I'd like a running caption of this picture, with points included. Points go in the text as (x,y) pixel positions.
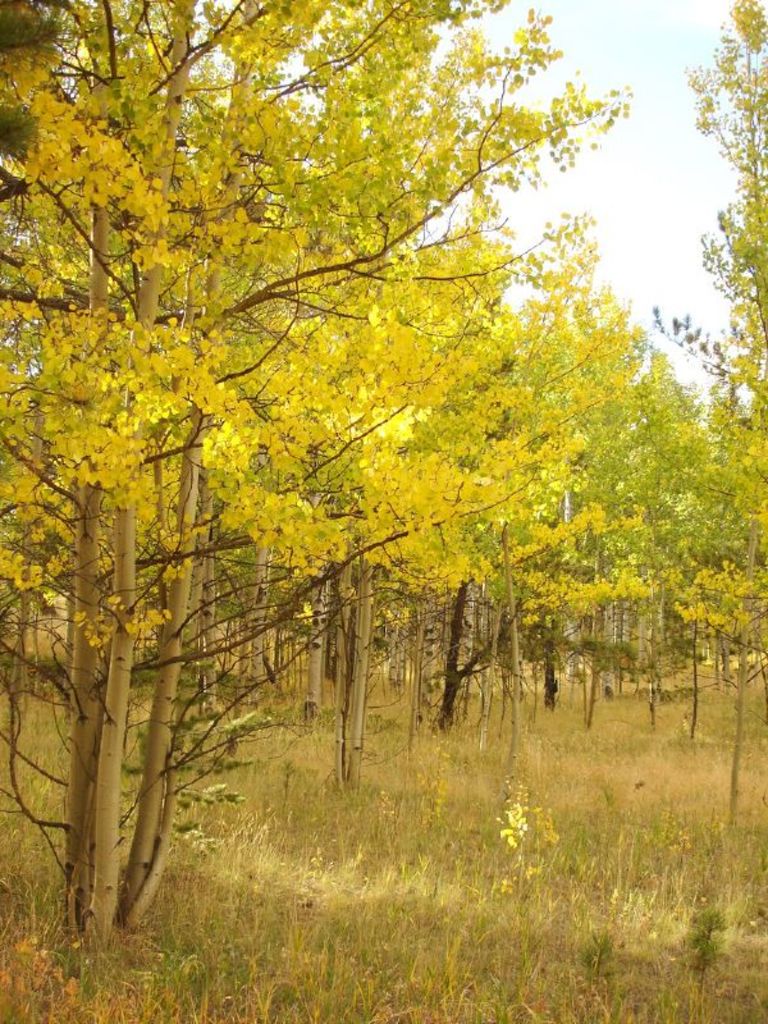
In this image we can see there are some trees (305,552), grass (490,776) and in the background (623,147) there is a sky (618,207).
